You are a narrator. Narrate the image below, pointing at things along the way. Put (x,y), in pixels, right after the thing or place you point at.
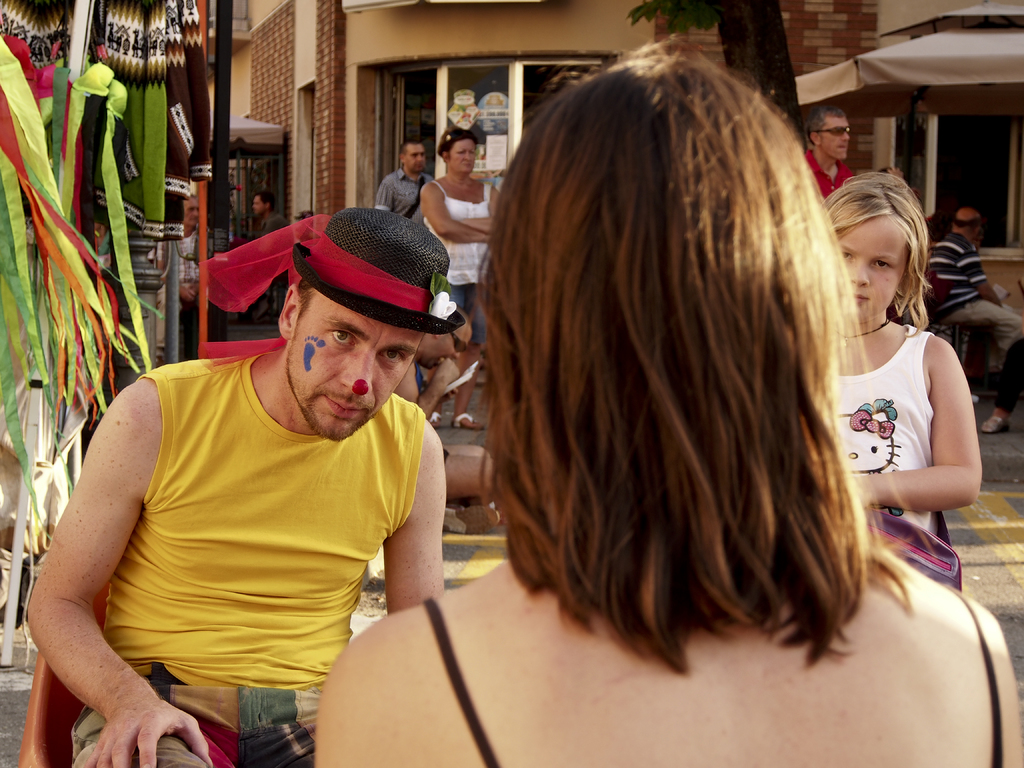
In this image I can see number of people (541,307) where few are sitting and few are standing. On the left side (336,505) I can see one man (327,388) is wearing a black colour hat (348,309). In the background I can see a building (526,61), a tree (742,72) and on the left side (188,66) I can see number of colourful things (66,211).
